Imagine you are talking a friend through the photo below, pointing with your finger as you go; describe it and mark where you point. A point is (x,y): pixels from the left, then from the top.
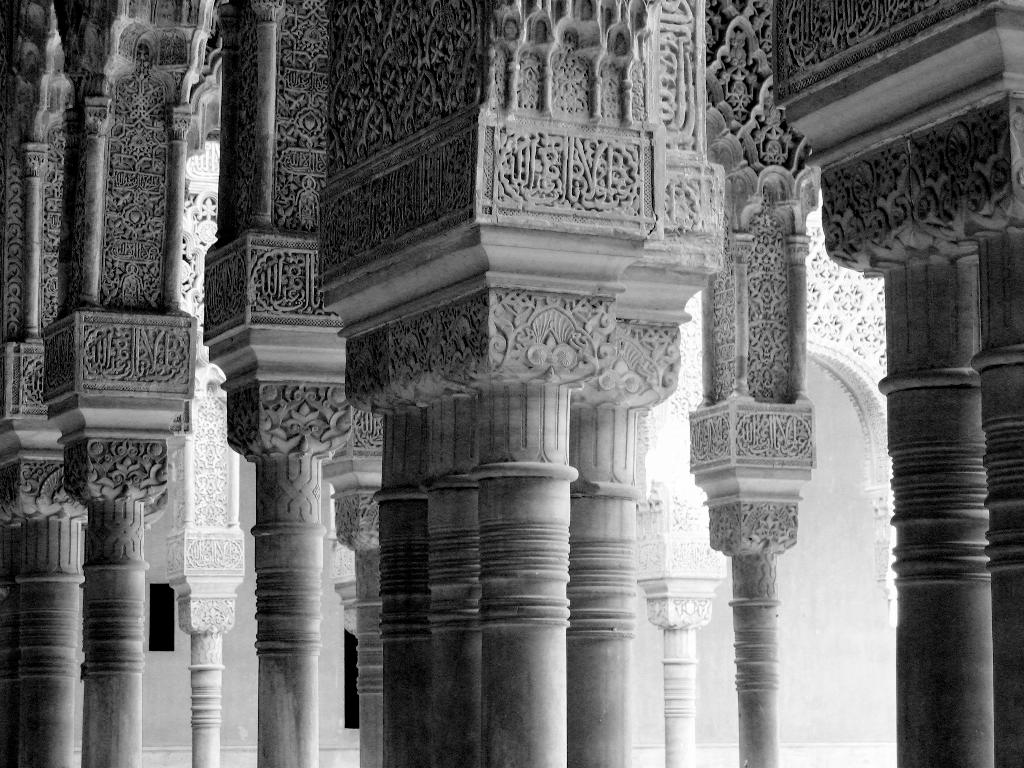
In this picture I can see the pillars (572,374), this image is in black and white color, it looks like a monument (670,305).
